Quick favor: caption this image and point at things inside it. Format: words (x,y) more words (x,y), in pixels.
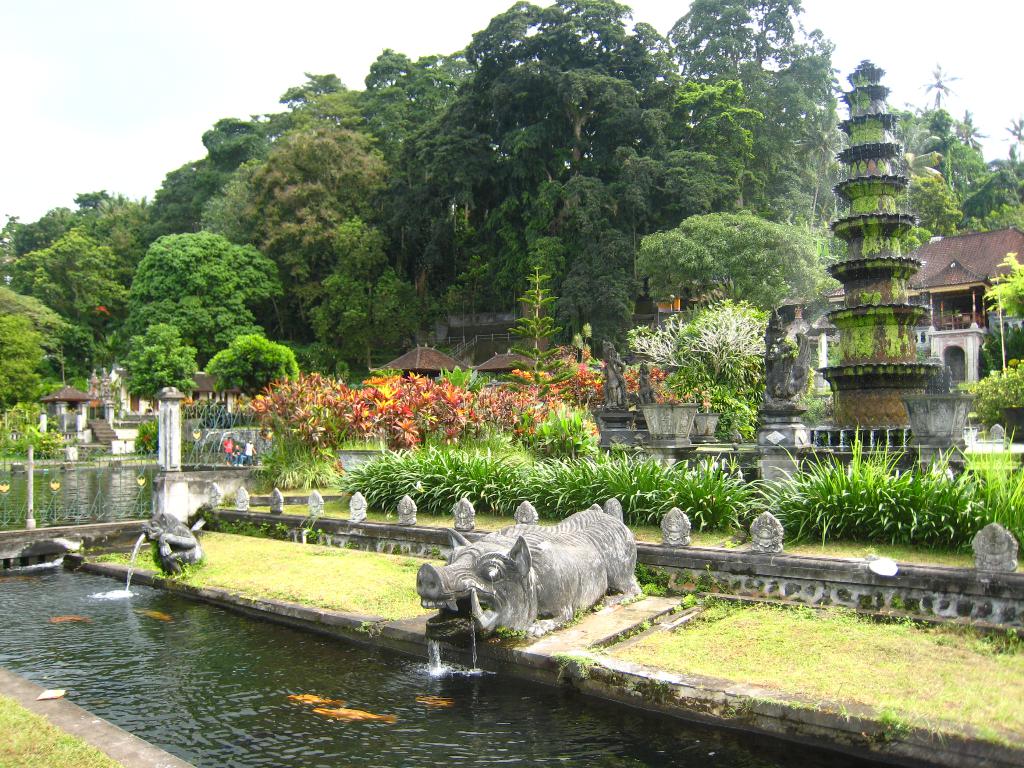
In the middle of the picture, we see the fountain statues (428,579) with water fountain (455,605). Beside that, we see the grass (710,655). At the bottom (197,632), we see the water (280,708) and the fishes (313,696) are swimming in the water (223,670). There are trees (544,364), shrubs (639,496) and plants (482,465) in the middle (441,449). On the right side (897,391), we see a water fountain (875,153). There are buildings (961,325) with a brown color roof (972,246). There are trees (412,265) in the background (348,170). At the top (213,116), we see the sky (161,127). This picture is clicked in the park (345,431).
